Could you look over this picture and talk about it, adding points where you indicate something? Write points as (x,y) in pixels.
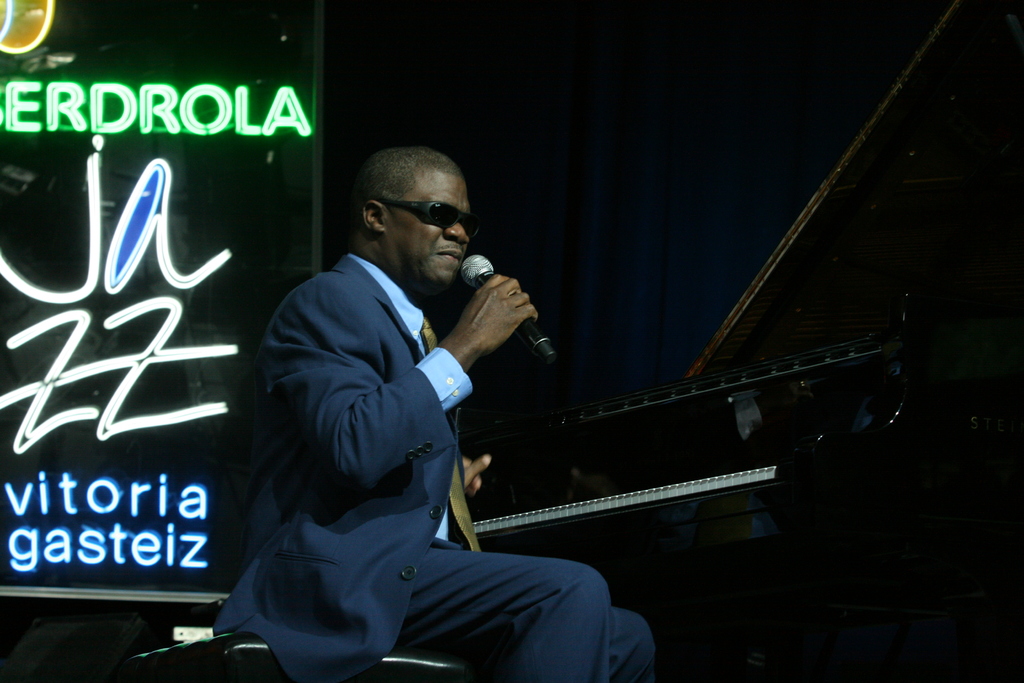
In this image we can see a person (383,385) holding a microphone (530,324) in his hand (477,357) is sitting on a chair (450,679). On the right side of the image (900,534) we can see a piano (554,480). On the left side of the image (220,458) we can see a board (232,468) with some lighting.
